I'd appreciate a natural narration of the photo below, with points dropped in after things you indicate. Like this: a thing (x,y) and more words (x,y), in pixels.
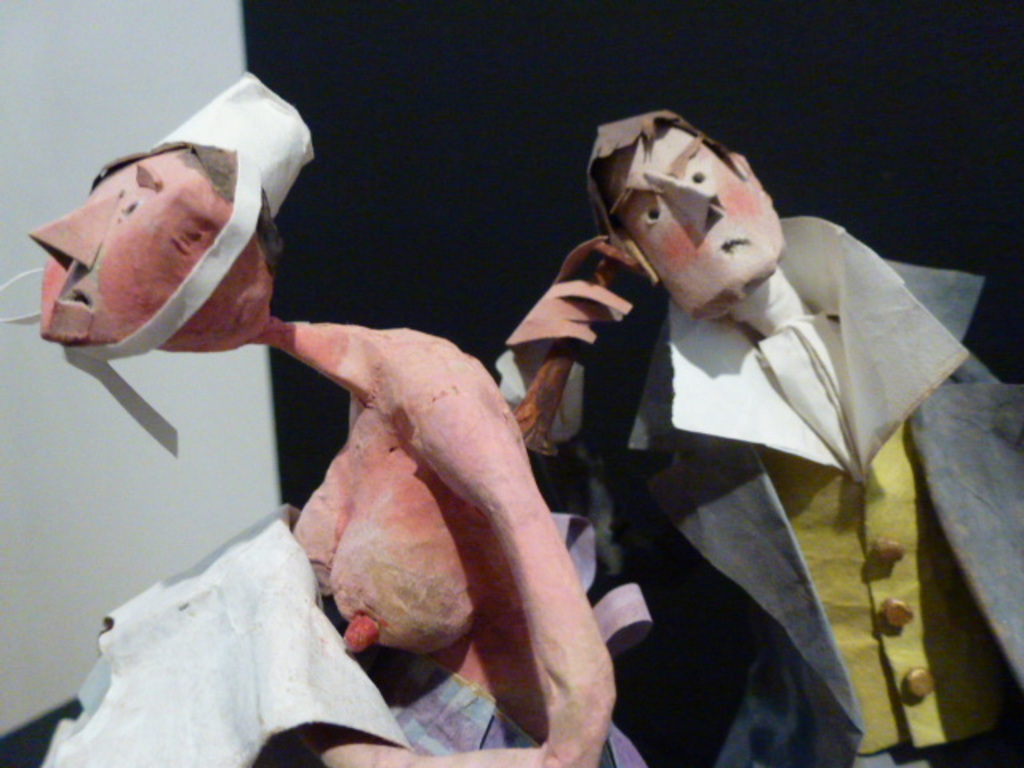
In this image I can see two toys (788,472) which are in the shape of persons. I can see the white and black colored background (429,147).
